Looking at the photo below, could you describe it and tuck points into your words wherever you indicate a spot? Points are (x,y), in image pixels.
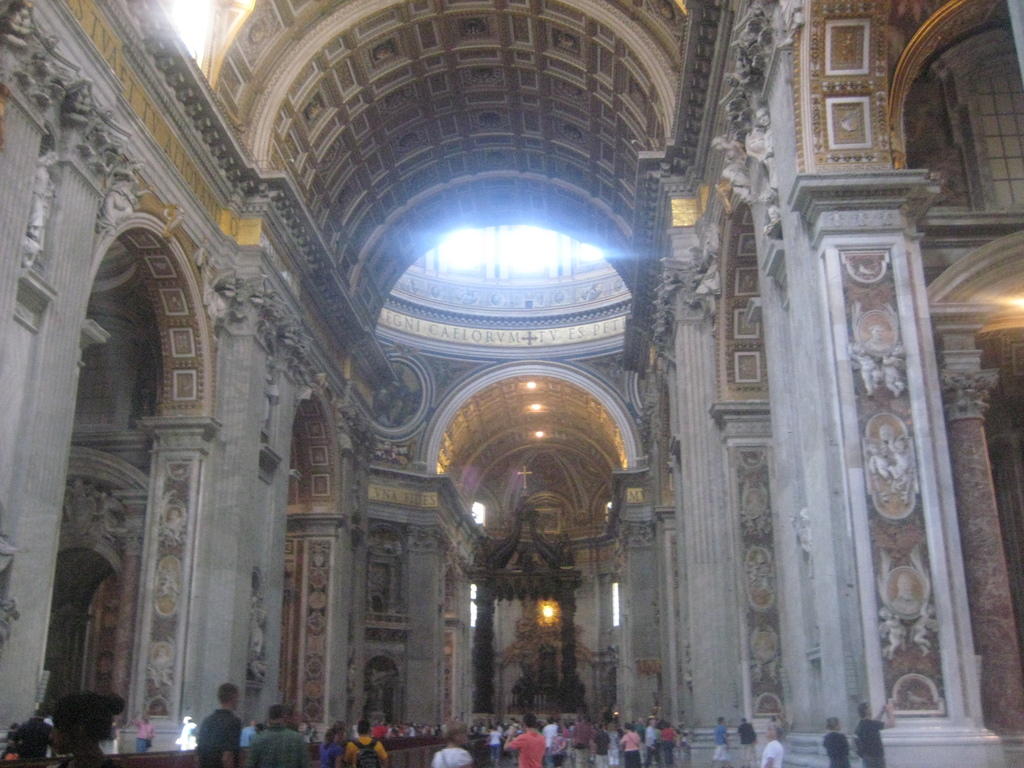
As we can see in the image there is a wall (206,482), few people (45,751) here and there, lights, sculptures (532,663) and there is a statue (542,628) over here.
